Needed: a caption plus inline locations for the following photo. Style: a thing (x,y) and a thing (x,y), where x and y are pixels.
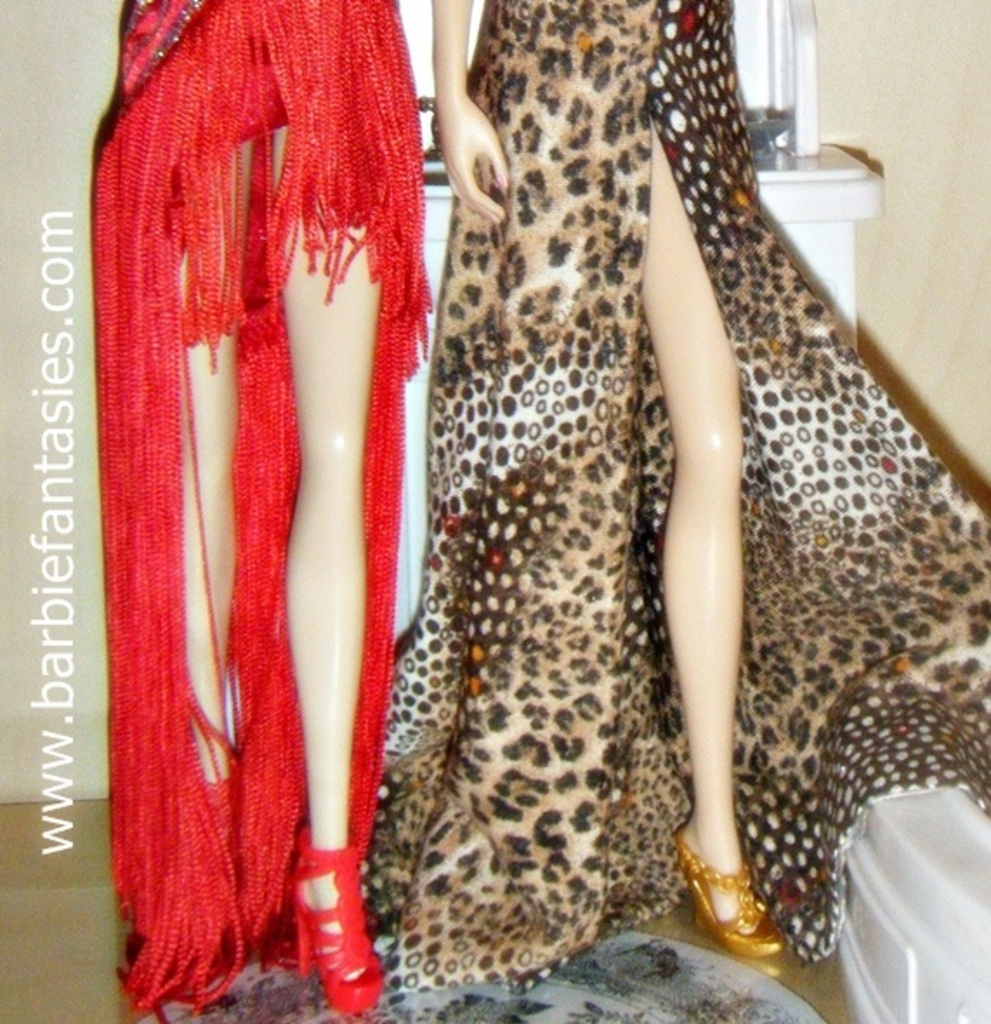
In this picture there are two women mannequins (531,508) and there is an object (915,873) in the right corner (936,929) and there is something written in the left corner (54,449).
